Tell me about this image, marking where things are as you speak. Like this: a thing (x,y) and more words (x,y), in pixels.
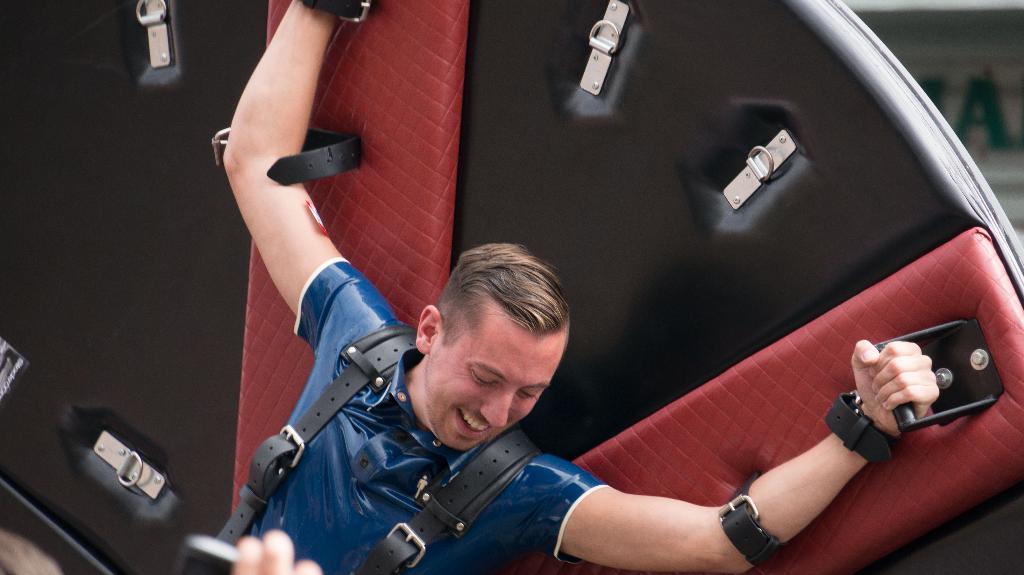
In this image, we can see a man (514,482) wearing belts (488,463) and holding a rod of an object (742,245). In the top right corner (976,112), we can see the text (992,111). At the bottom of the image (283,552), we can see the fingers (268,562) of a person (272,562) holding an object (233,553).
